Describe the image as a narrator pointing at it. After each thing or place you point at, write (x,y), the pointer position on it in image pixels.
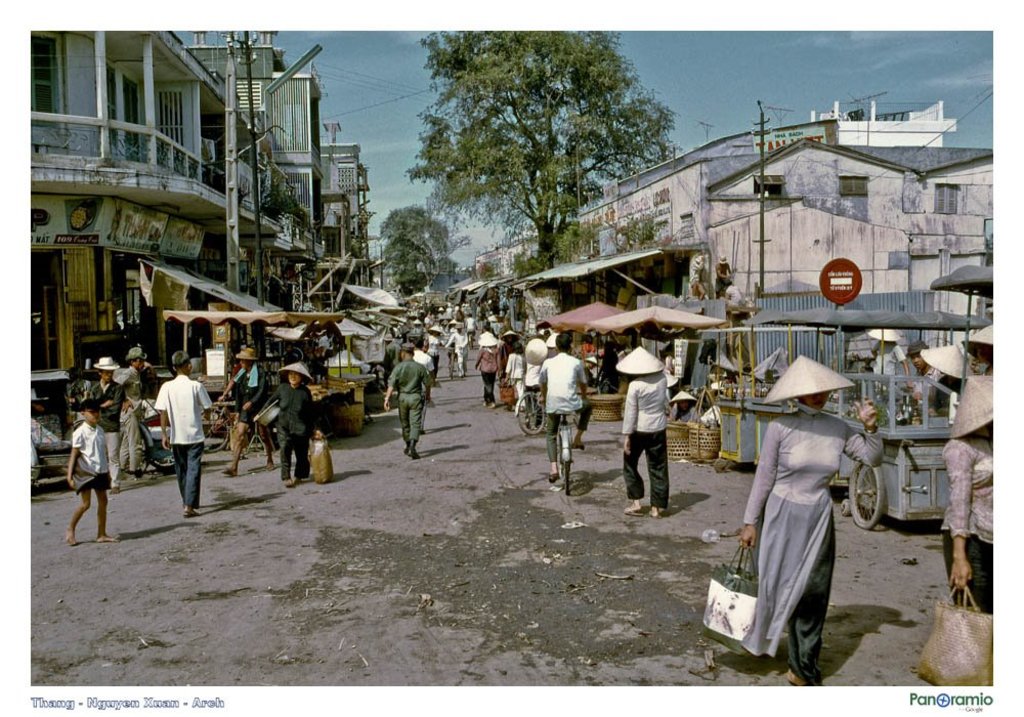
This is the picture of a city (667,272). In this image there are group of people (128,408) walking on the road (682,499) and there is a person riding bicycle (563,485). On the left (332,170) and on the right side of the image (874,276) there are buildings (47,286), trees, tents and poles (229,73). At the top (811,102) there is sky (678,87) and there are clouds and there are wires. At the bottom (365,541) there is a road (473,455). At the bottom left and at the bottom right (965,709) there is a text (970,697).
